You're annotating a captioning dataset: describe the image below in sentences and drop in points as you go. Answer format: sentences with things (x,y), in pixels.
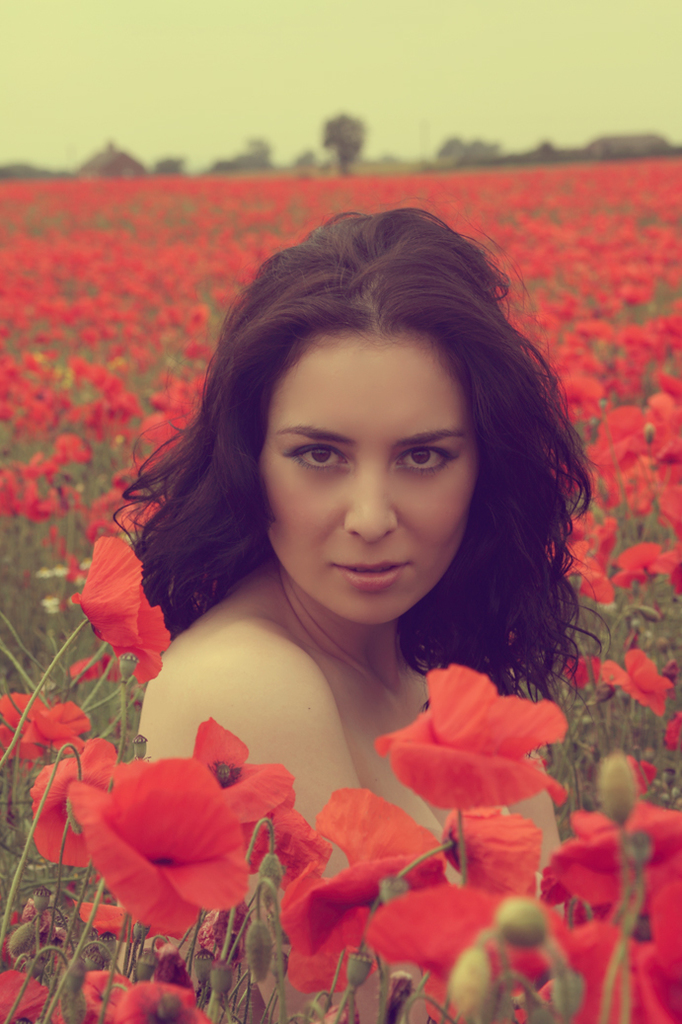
In the picture we can see a woman (271,604) around here we can see plants (226,761) with flowers (244,237) which are red in color and in the background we can see some trees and sky (490,0).
